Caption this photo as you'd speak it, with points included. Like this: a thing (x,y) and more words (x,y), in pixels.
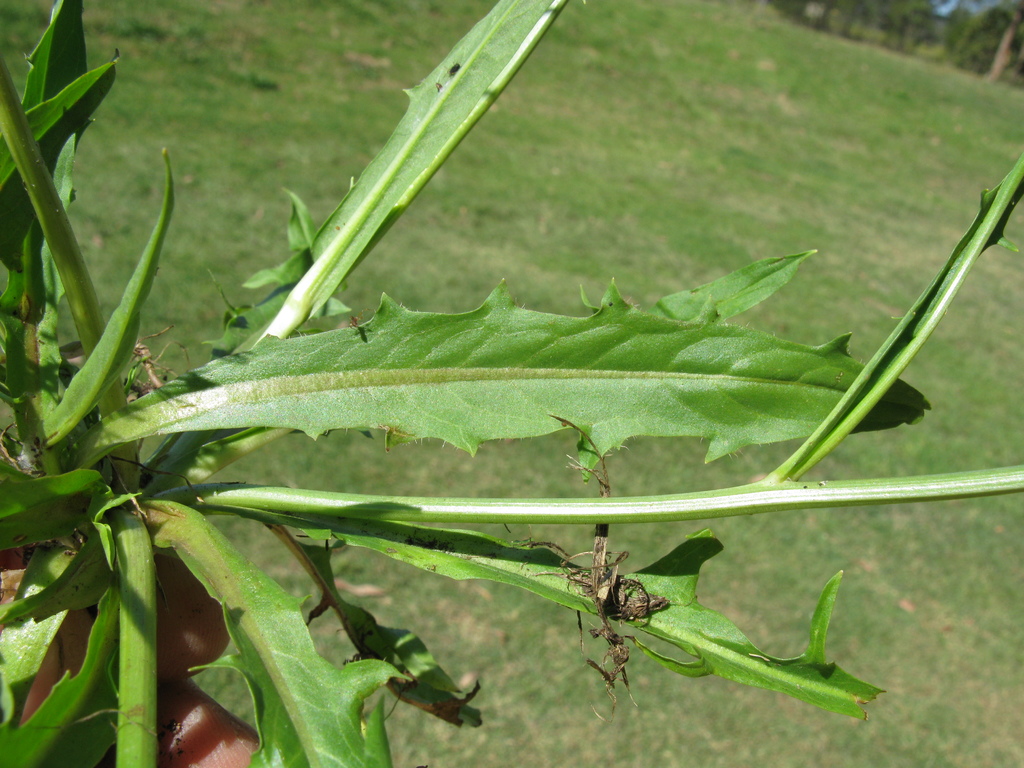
In this picture there is a person (187,630) holding the plant (93,312). At the back (929,50) there are trees (994,36). At the bottom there is grass (756,202) on the ground (738,167).
